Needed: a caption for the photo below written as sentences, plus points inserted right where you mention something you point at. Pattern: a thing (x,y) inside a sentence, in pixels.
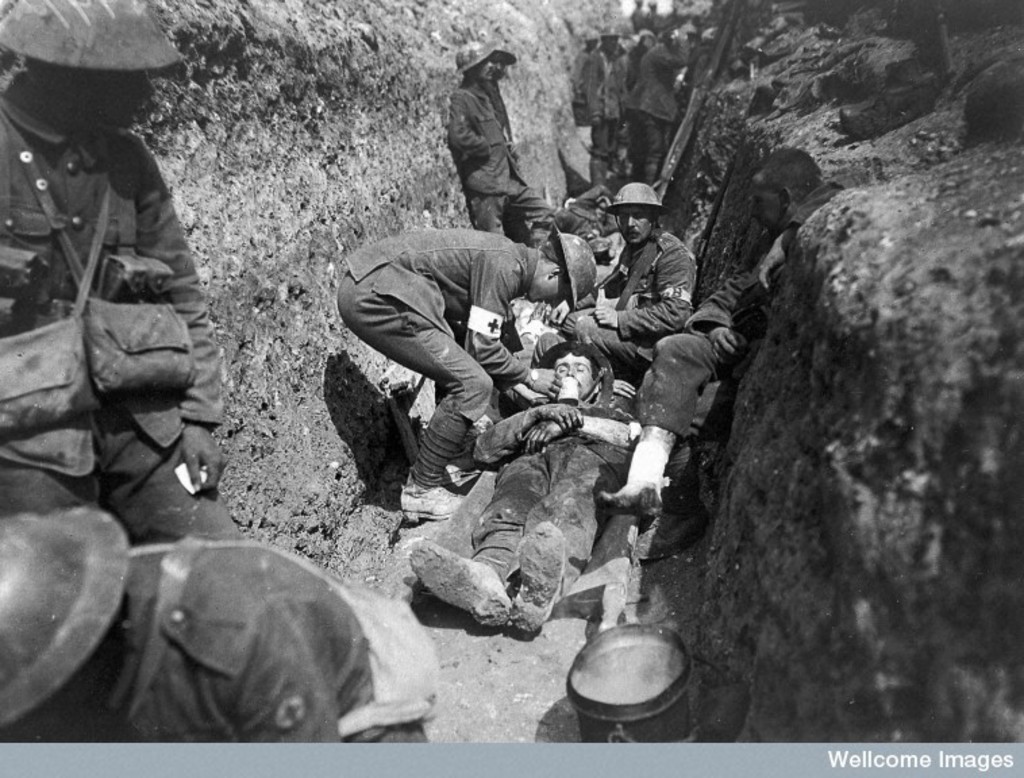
It looks like a black and white picture. We can see there are some people (621,53) standing, a person (502,565) is lying and another person (664,450) is sitting. On the left (309,182) and right side of the people (539,262) there are walls (891,312).
